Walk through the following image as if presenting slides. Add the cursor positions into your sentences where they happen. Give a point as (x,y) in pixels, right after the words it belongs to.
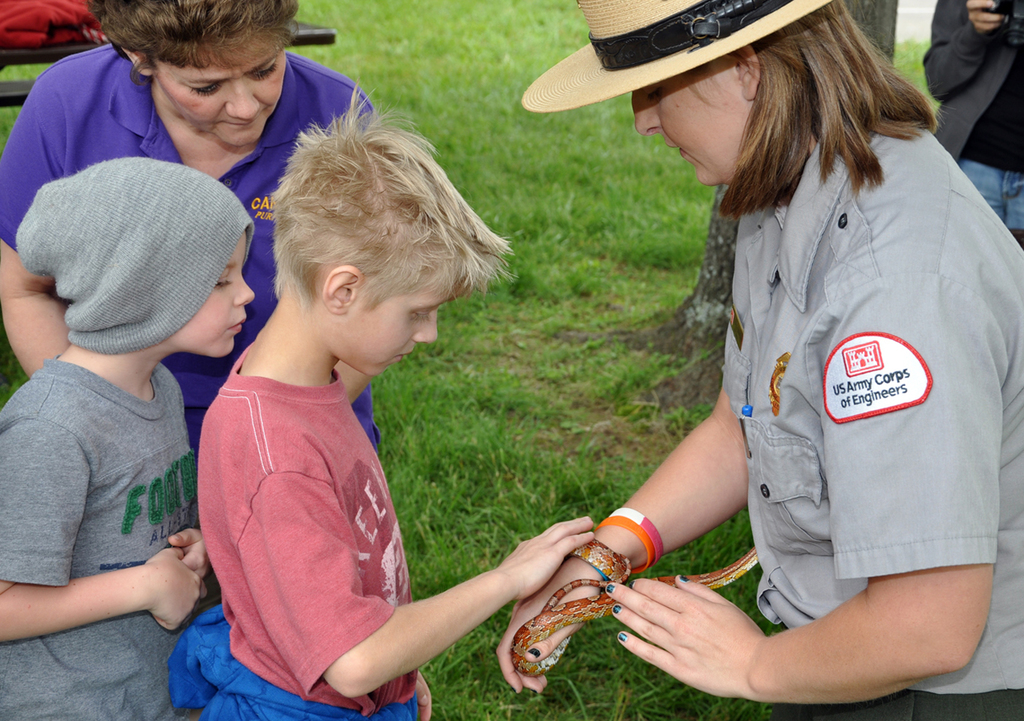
A picture is taken in a garden (594,336). In the image there are group of people (764,282), on right side (855,322) there is a woman (823,548) holding a snake (600,611) on her hand (569,634), on left side (265,396) there is a boy (268,462) who is standing in background (412,60) we can see a green color grass (510,39).
